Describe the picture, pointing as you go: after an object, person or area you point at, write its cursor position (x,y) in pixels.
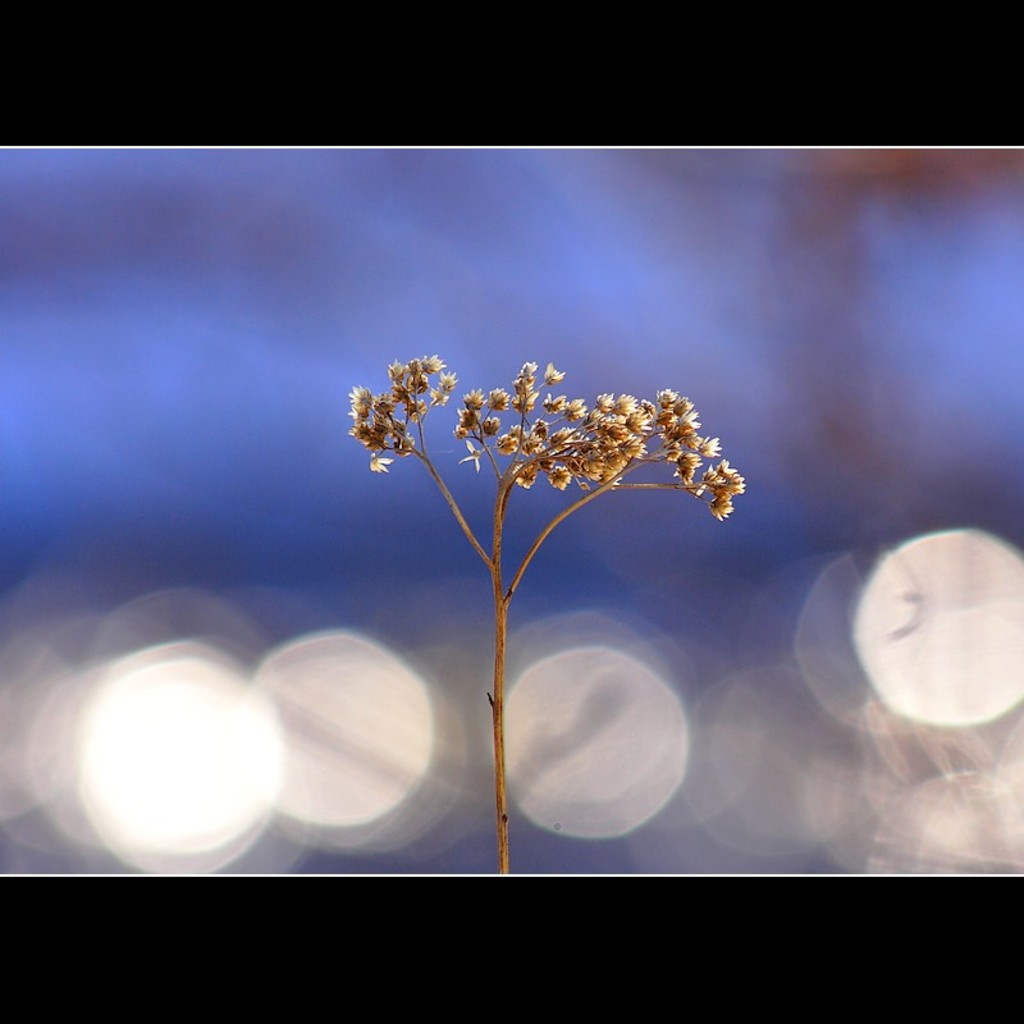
In this picture we can see a plant (362,444), flowers (544,407) and in the background (582,568) it is blurry.
